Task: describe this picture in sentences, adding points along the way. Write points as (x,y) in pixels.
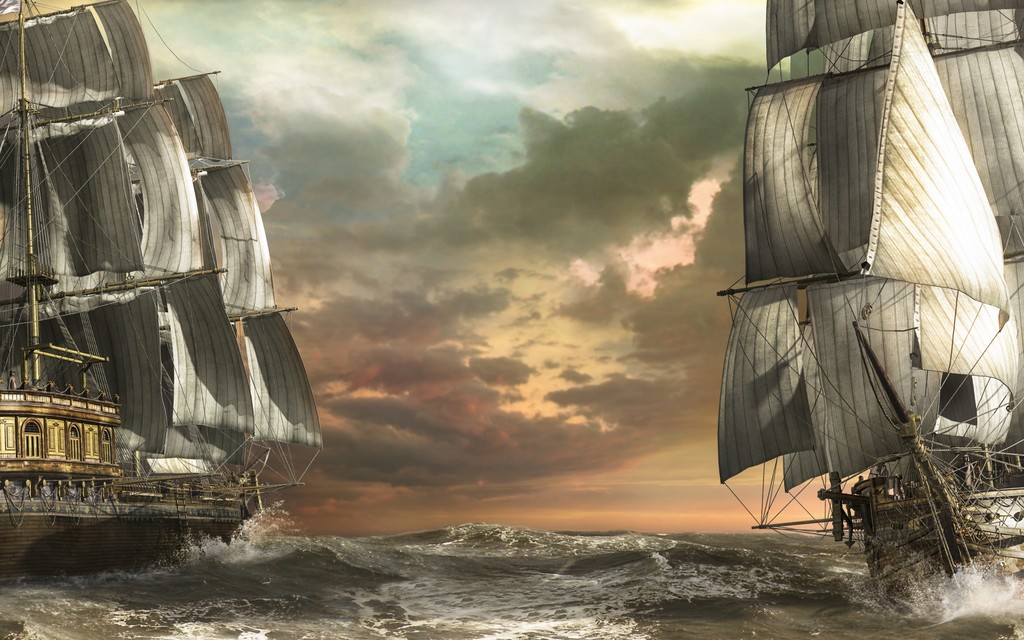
In this image at the bottom (472,560) there is a sea (636,581), and in the sea (414,559) there are two ships (139,181) and in the ships (885,435) there are some objects (914,428). And in the background (551,285) there is sky (591,275).
